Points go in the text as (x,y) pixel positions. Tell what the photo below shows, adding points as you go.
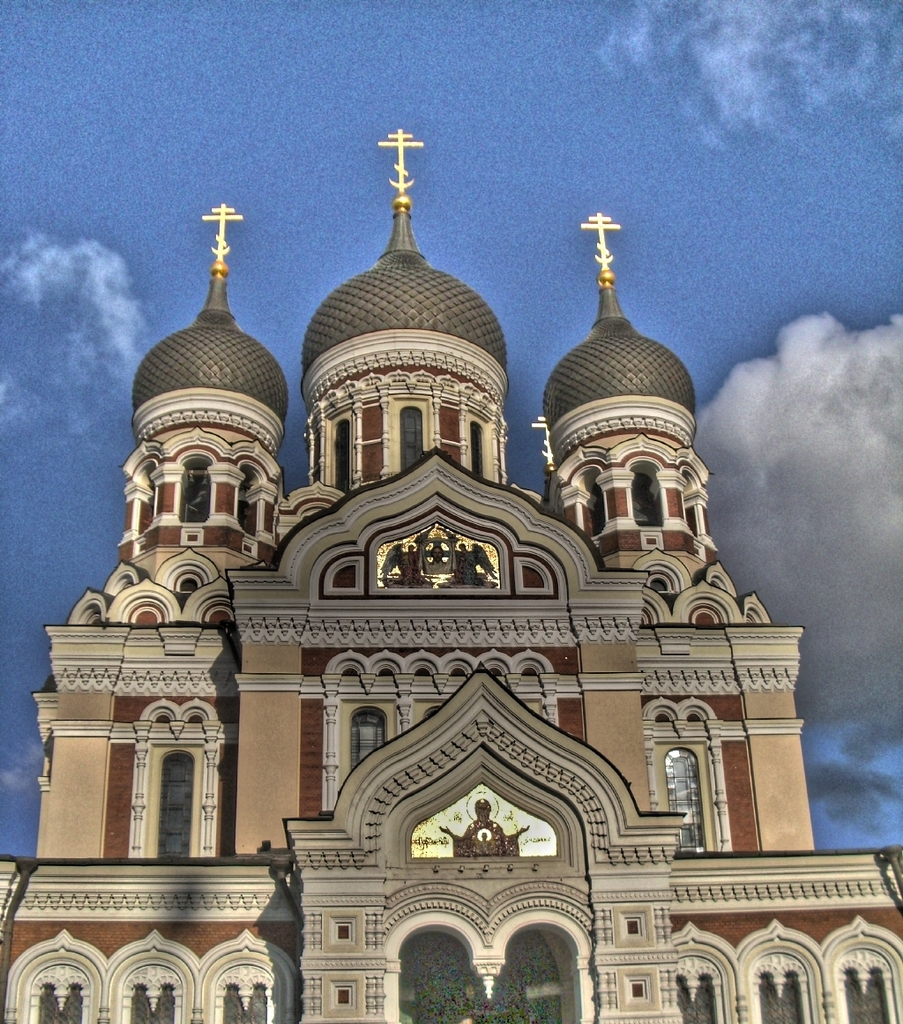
In this picture we can see a building (359,736) with windows (793,983) and in the background (754,87) we can see the sky (681,164) with clouds (730,386).
